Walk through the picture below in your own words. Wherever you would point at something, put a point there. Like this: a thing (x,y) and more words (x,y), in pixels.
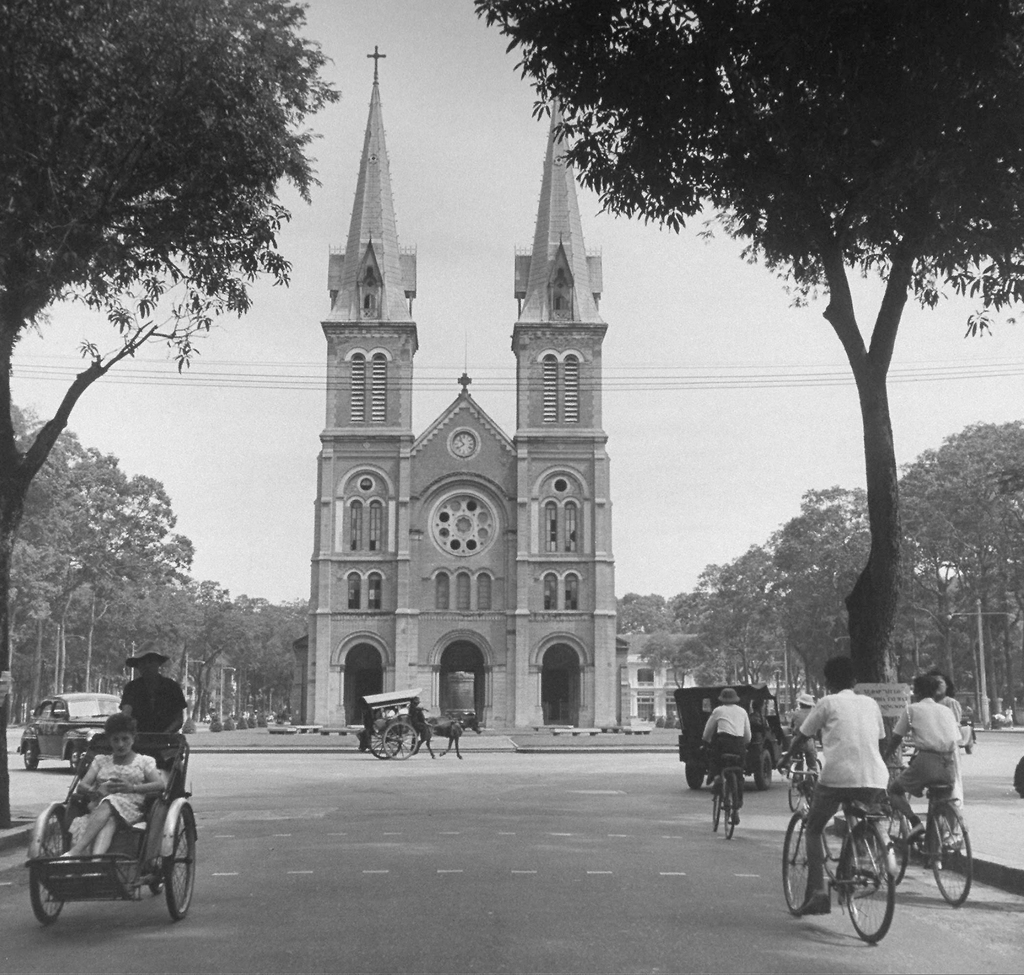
In the center of the image (445,500) we can see a building (541,577) and there are vehicles (117,850) on the road (529,863). There is a horse cart (429,738). In the background (33,398) there are trees (623,609), wires (678,380) and sky (473,136).
